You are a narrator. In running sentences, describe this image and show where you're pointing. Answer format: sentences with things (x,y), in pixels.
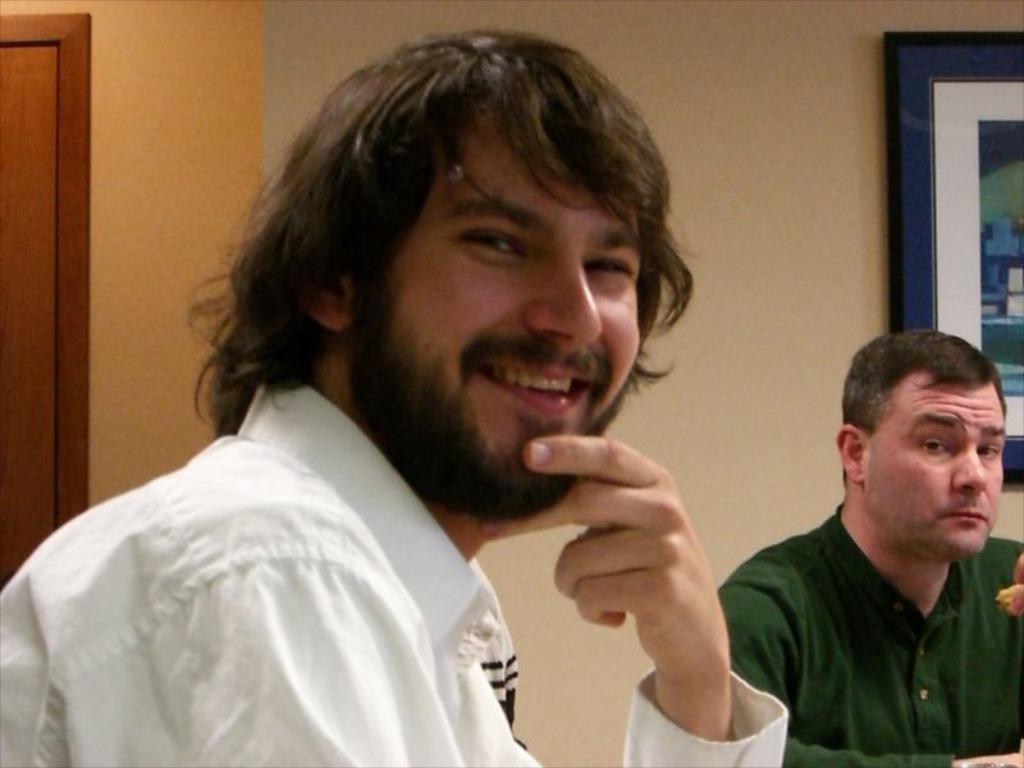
In the image we can see two men (466,515) wearing clothes (77,667) and the left side man (257,475) is smiling. Here we can see the frame (907,213) stick to the wall (766,66) and the wall (715,94).
